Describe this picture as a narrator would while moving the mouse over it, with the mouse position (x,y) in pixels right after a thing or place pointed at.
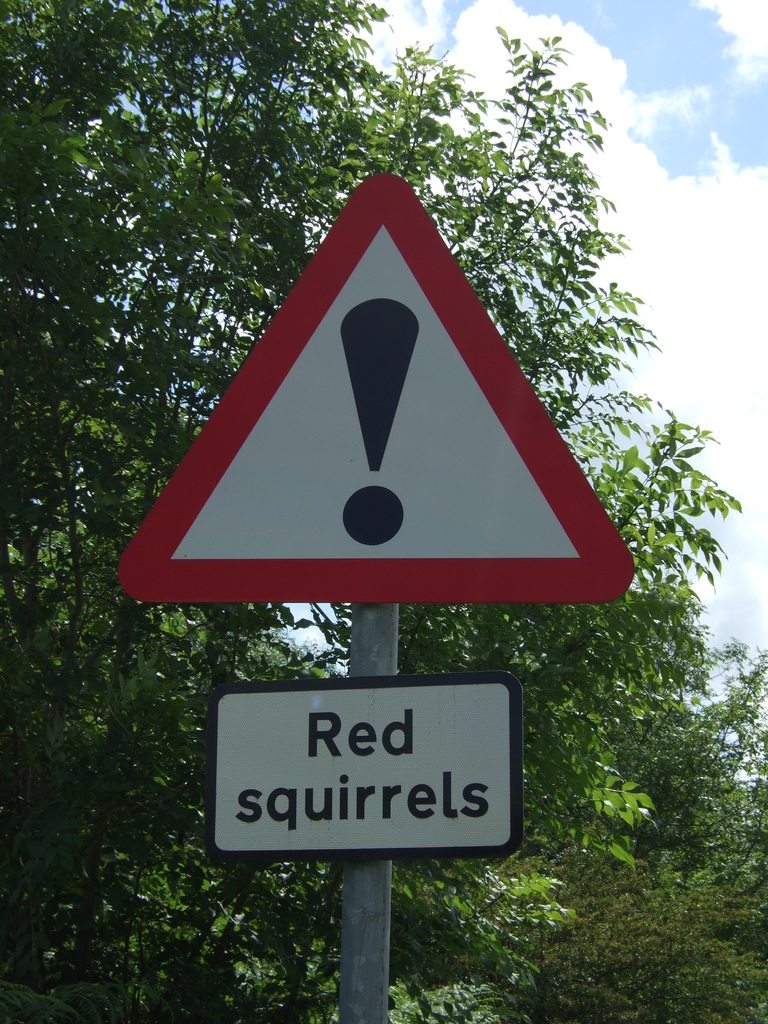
Here we can see a sign board pole (356,863) and there is a name board (360,816) on it. In the background (79,514) there are trees (34,52) and clouds (388,72) in the sky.
